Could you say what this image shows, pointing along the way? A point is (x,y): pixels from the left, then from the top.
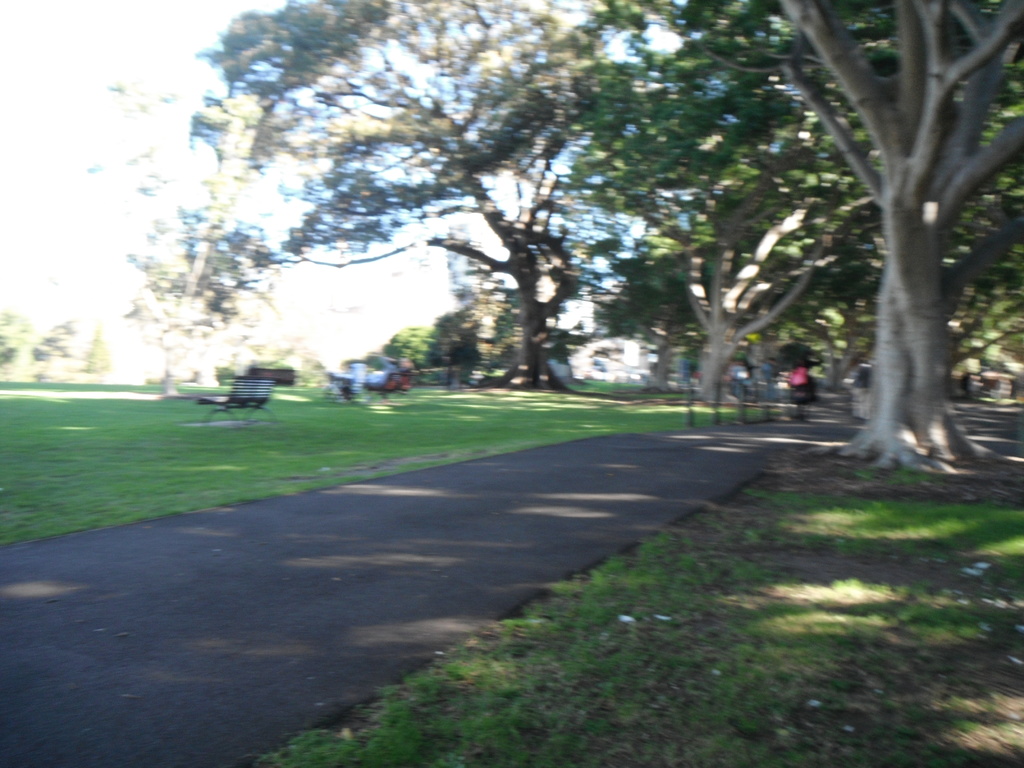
In this picture we can see grass (760,700) at the bottom (776,712), there are some trees (834,271) here, we can see a bench (241,401) here, there is the sky (8,236) at the left top of the picture (22,78).
